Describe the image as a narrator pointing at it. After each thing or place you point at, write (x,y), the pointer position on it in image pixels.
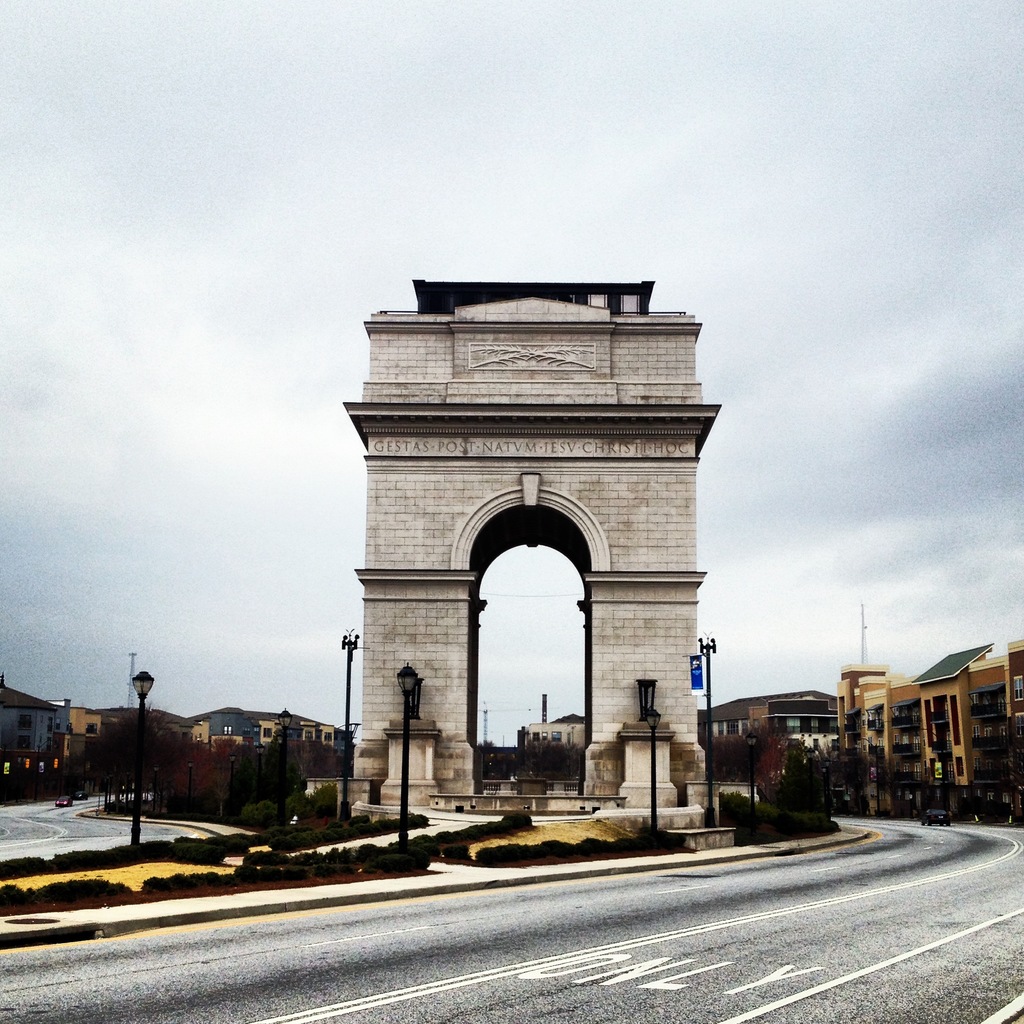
In this image I can see the road (746,938), few black colored poles (407,742), few trees (240,801) which are green in color, few vehicles (76,799) on the road (47,812) and few buildings (206,736). I can see an arch (400,561) and in the background (982,569) I can see the sky (982,433).
